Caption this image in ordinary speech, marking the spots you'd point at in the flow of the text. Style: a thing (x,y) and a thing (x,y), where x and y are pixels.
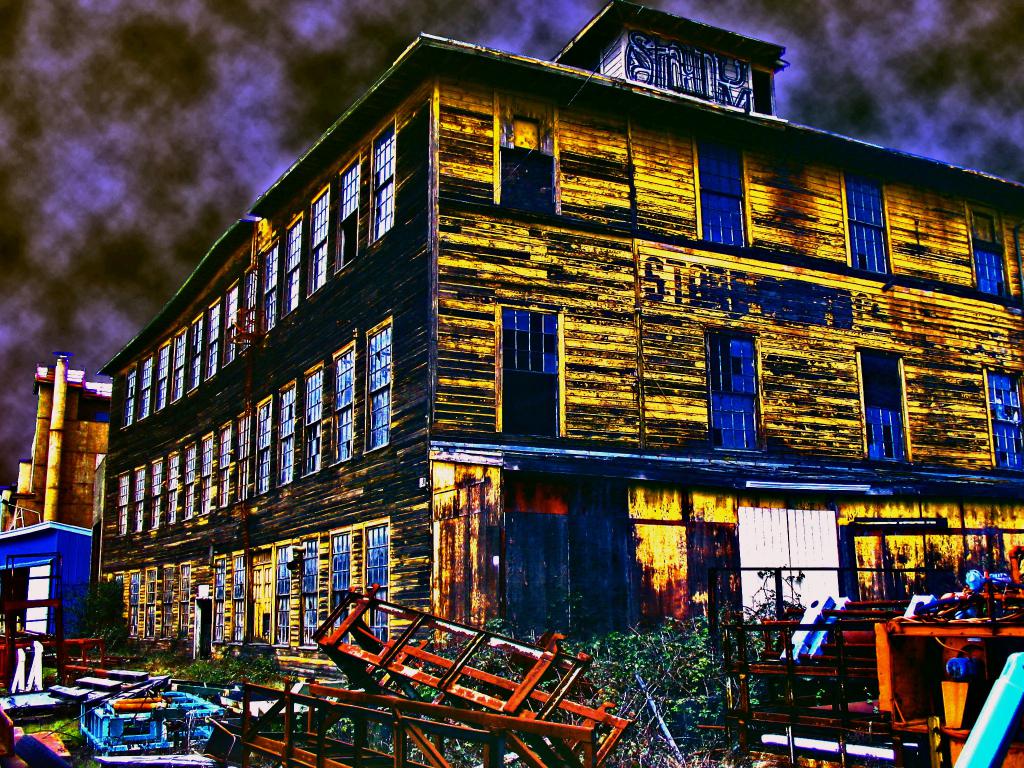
This is an edited image. In the image there is a building (406,227) with walls (641,313), glass windows (374,551), roofs (583,28) and doors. There are plants (643,662), ladders (314,706), steps (93,682) and many other objects (263,690). On the left side of the image (64,430) there is a building (58,413) with poles (46,413). At the top of the image (1003,57) there is a sky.
